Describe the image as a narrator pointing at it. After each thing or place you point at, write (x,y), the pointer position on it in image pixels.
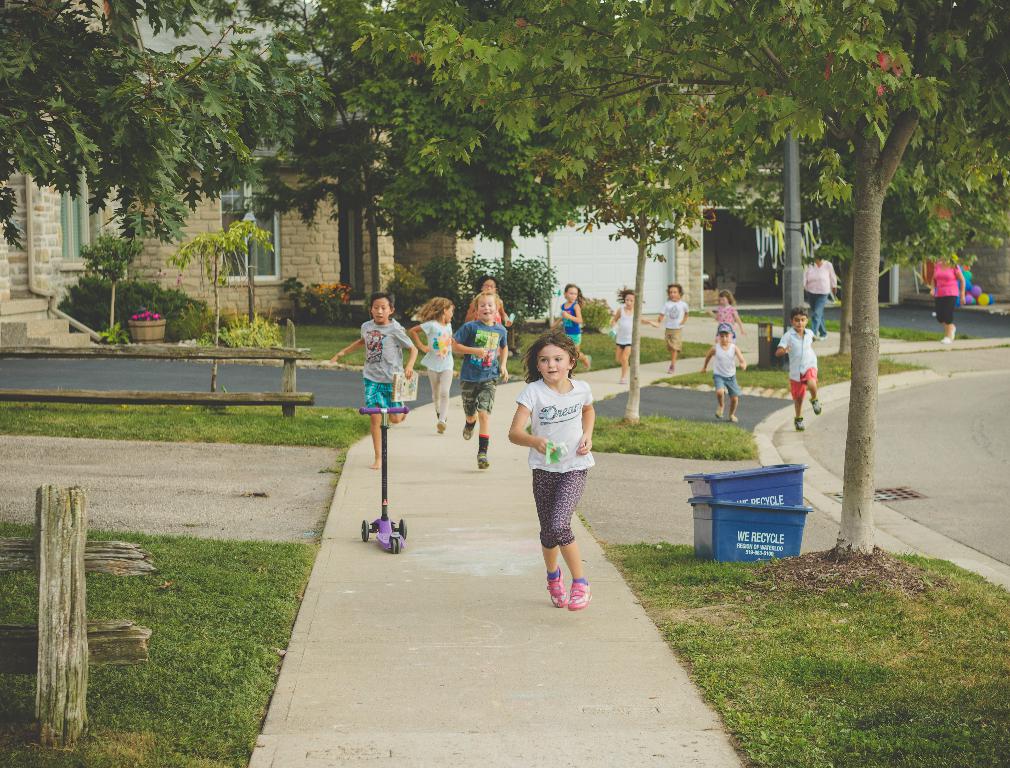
In this picture I can see few people (556,376) are running side of the road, around there are some trees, plants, grasses (21,406) and some houses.
